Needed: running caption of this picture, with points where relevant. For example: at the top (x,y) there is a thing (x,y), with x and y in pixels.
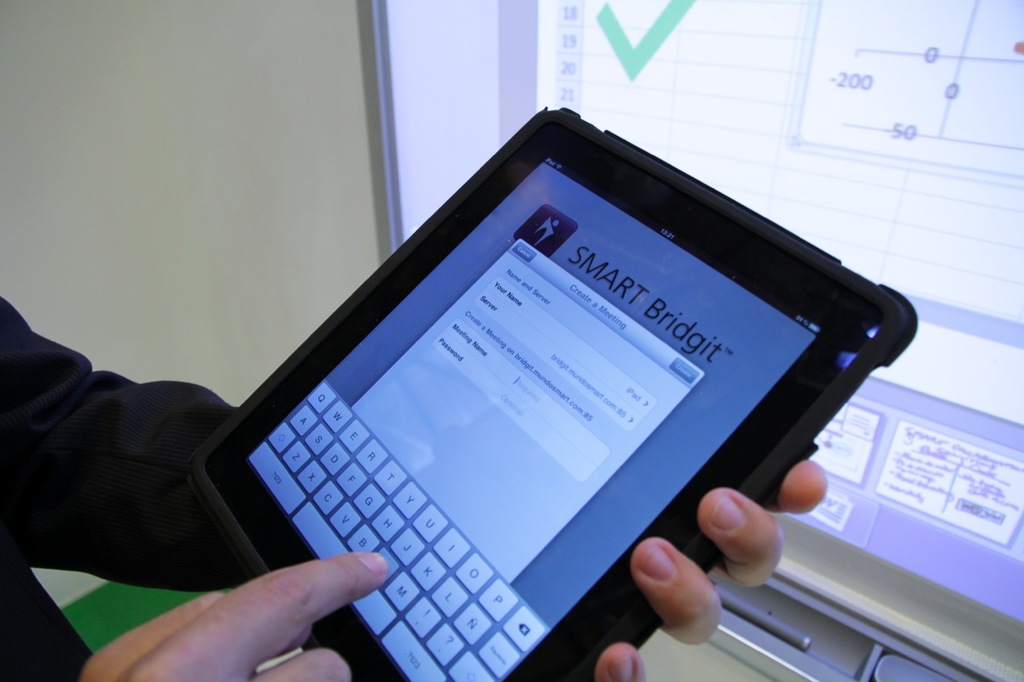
This picture shows a human (144,645) holding a tab (456,469) in his hand (200,633) and typing and we see a screen (890,238) with display (858,124) on it and a wall (284,195) on the side.
